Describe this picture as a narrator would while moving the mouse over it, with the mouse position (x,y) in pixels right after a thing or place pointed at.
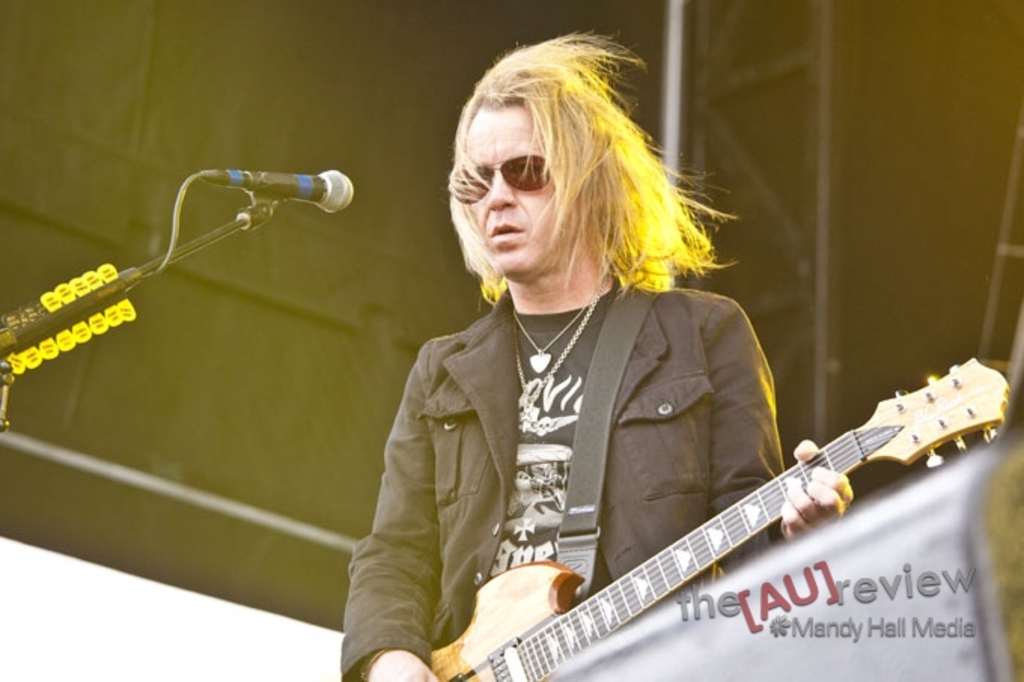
In this image there is a man (454,514) standing and playing a guitar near a microphone (172,240), and at the background (76,628) there is sky (200,605), poles (671,93).
